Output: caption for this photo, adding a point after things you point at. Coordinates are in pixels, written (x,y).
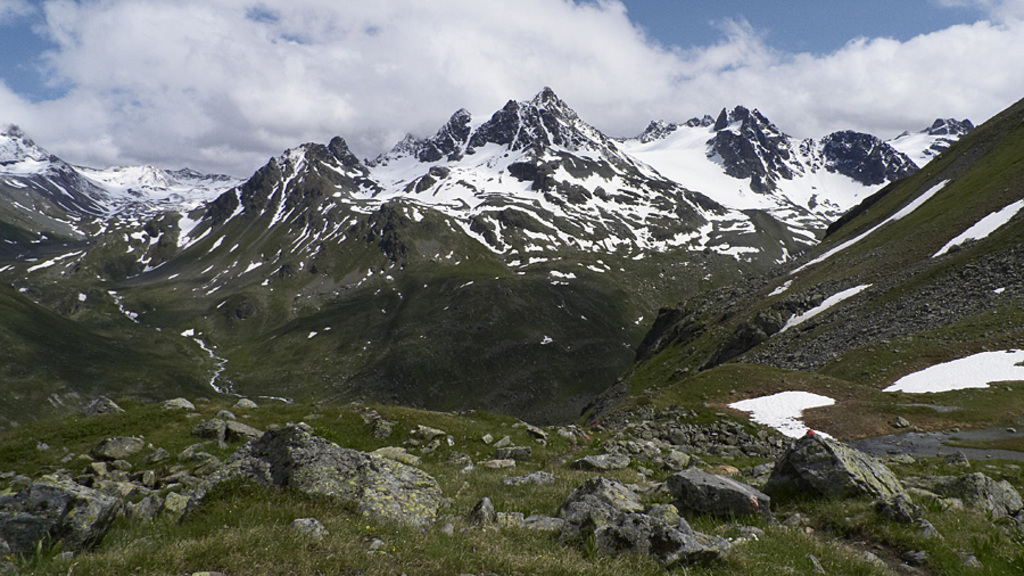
In this image at the bottom (518,468) there are some rocks (422,486) and grass (160,526) in the background (441,245) there are some mountains (365,220), on the top of the image (549,78) there is sky (617,78).
